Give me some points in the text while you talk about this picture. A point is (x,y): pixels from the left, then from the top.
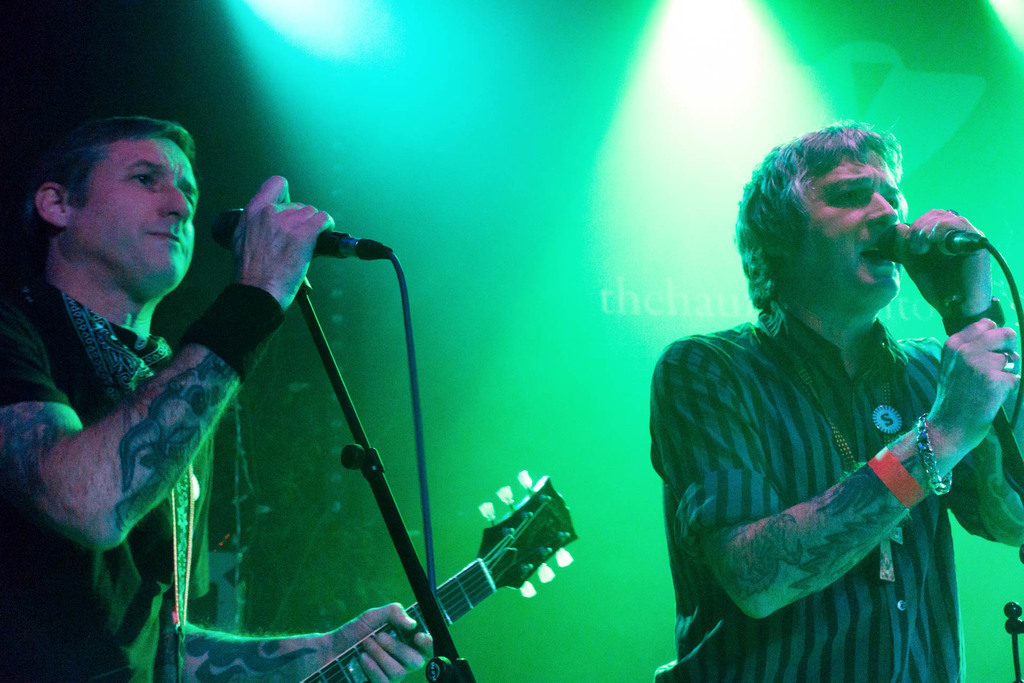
In this picture we can see there a man (857,358) is standing and holding a microphone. On the left side of the image (159,611), another man (151,649) is holding a microphone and a music instrument (353,647). Behind the men (138,309), there is light (481,261). On the image, there is a watermark (658,301).
